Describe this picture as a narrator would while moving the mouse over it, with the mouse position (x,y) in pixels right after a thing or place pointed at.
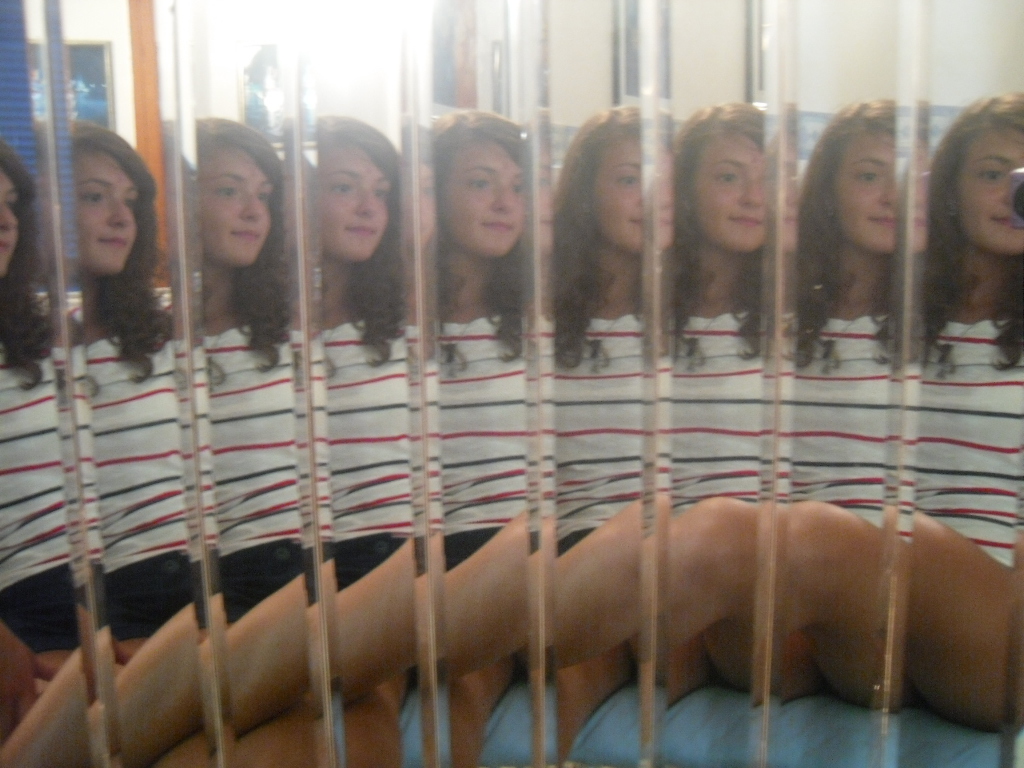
In this image there are multiple reflections (676,462) of a woman (589,485) on the mirror (754,469).
